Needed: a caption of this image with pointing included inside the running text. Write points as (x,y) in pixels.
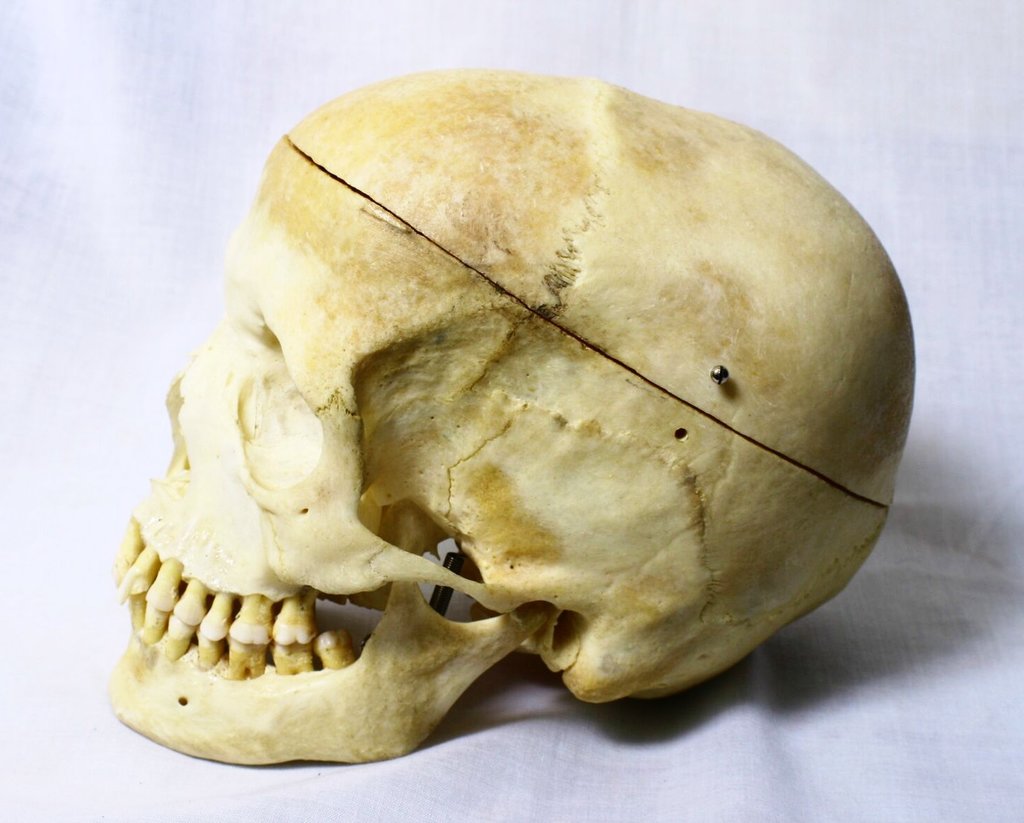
In this image I can see a human skull (536,418) which is cream, brown and white in color. I can see the white colored background (940,294).
